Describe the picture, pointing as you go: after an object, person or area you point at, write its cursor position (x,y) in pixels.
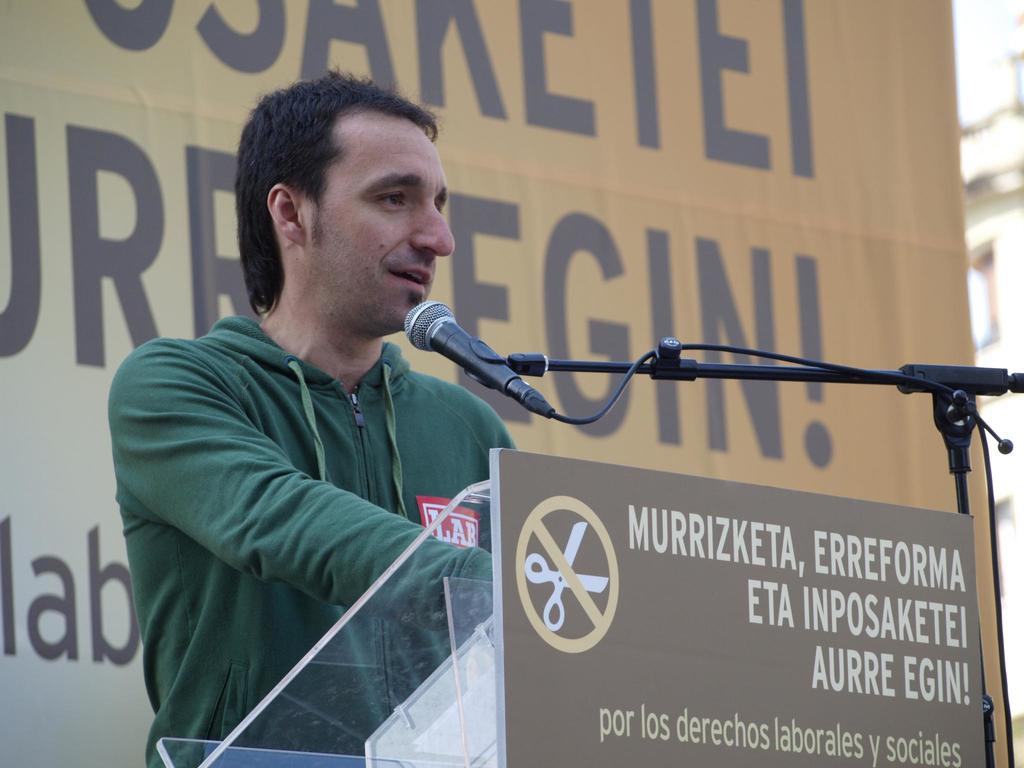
In the picture I can see a man (402,252) standing in front of a glass podium (430,543) and he is speaking on a microphone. He is wearing a green color jacket (261,425). In the background (572,278), I can see the hoarding (630,124). It is looking like a building (982,185) on the top right side of the picture (972,131).
